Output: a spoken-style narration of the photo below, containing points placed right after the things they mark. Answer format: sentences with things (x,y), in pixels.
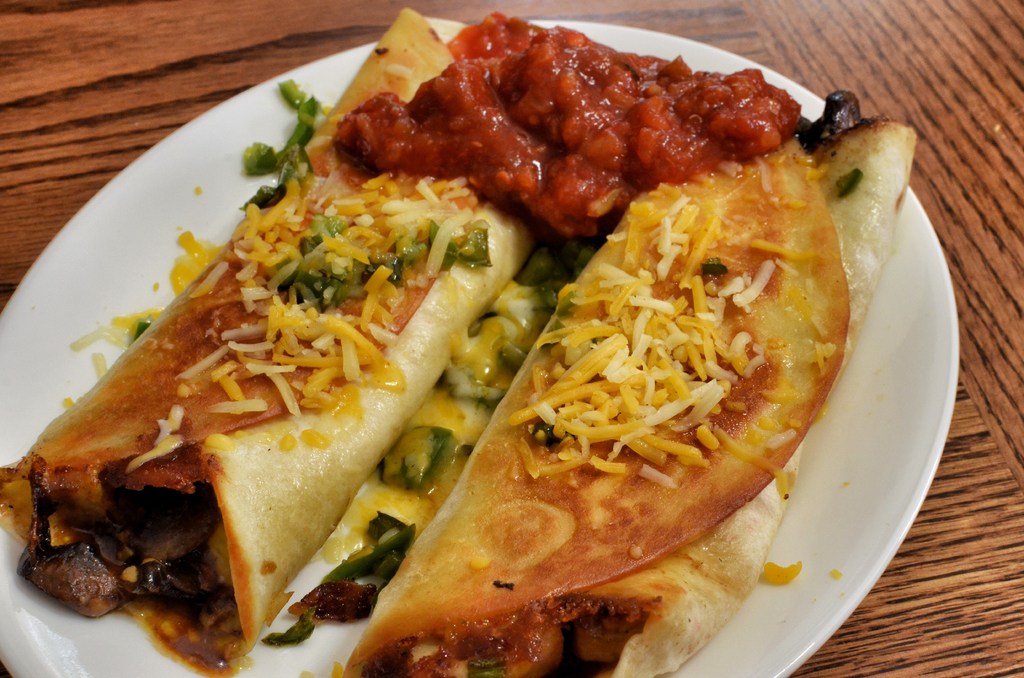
In this picture we can see a white plate (843,563) with food items (399,257) on it and this plate (271,103) is placed on the wooden surface (895,117).
